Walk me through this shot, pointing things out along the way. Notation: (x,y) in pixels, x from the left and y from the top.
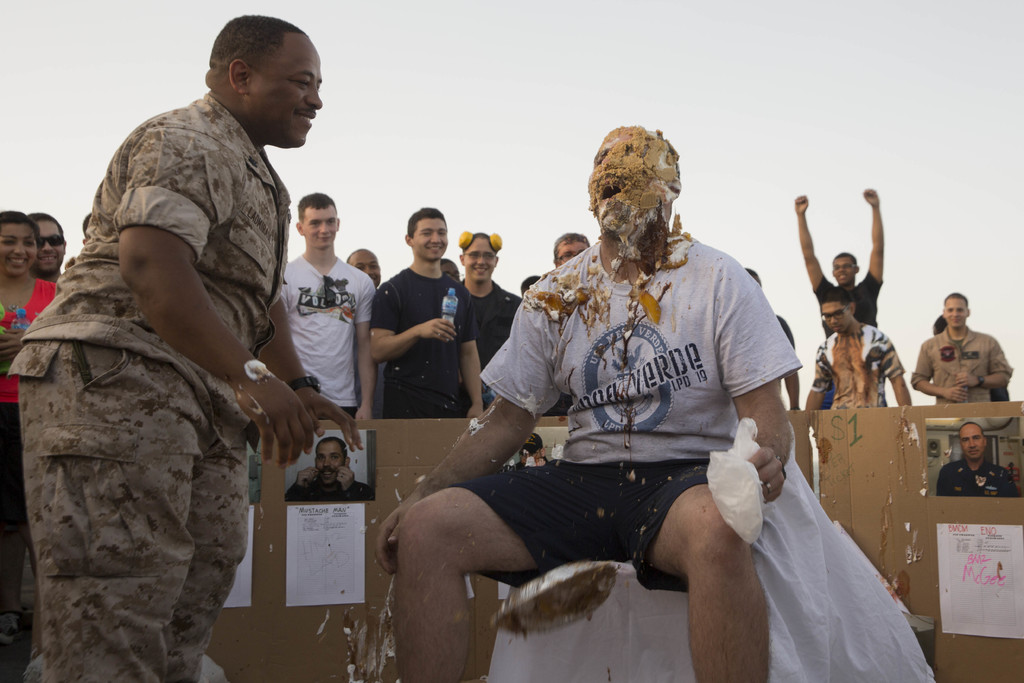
In this image, there are a few people (576,289). Among them, we can see a person (719,429) holding an object (720,498) is sitting. We can also see the cardboard wall (377,470). We can see some photocopies (941,459) and posters (341,511) with text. We can also see the sky (892,31).
